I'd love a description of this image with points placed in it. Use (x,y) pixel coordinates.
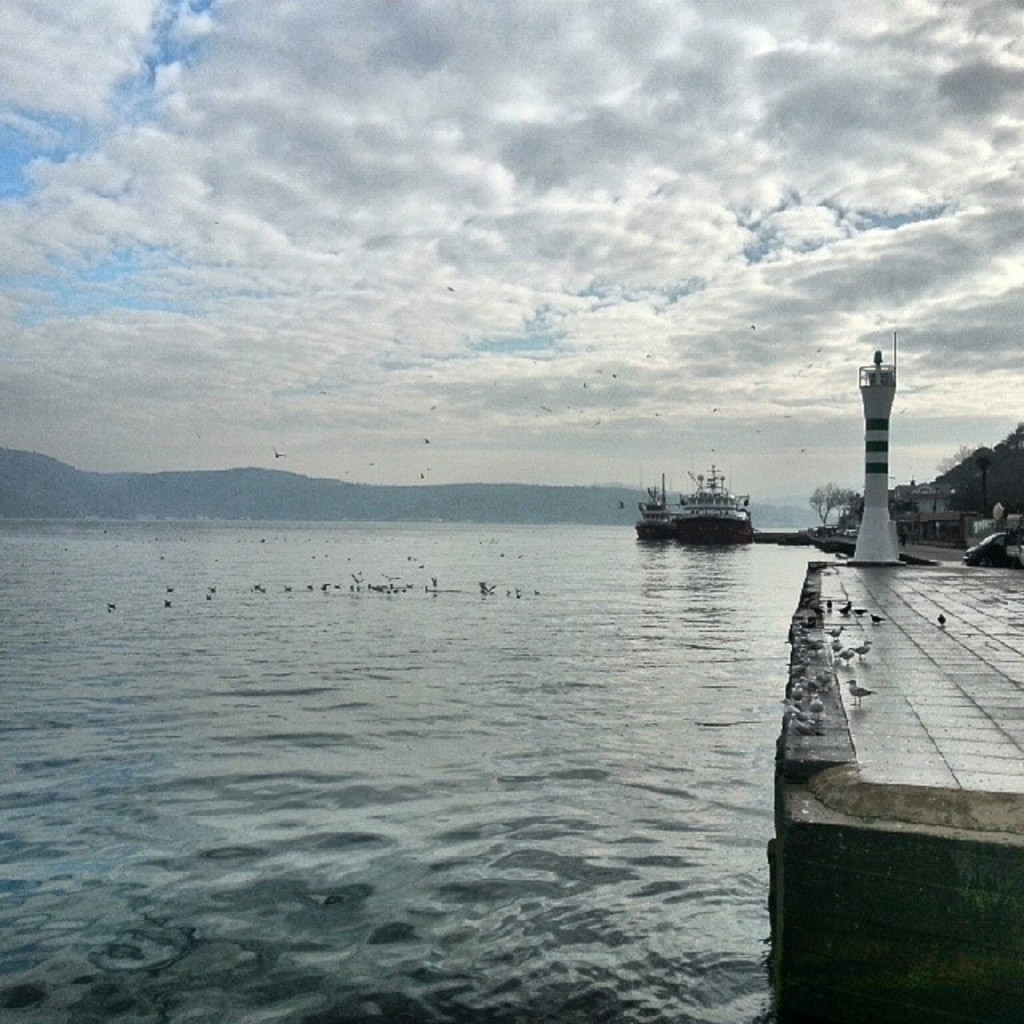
On the right side of the image (869,565) there is a light house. On the left (259,722) we can see a river (372,657) and there are boats (683,539) on the river (606,534). In the background (218,509) there are hills (483,499) and sky (529,272).
